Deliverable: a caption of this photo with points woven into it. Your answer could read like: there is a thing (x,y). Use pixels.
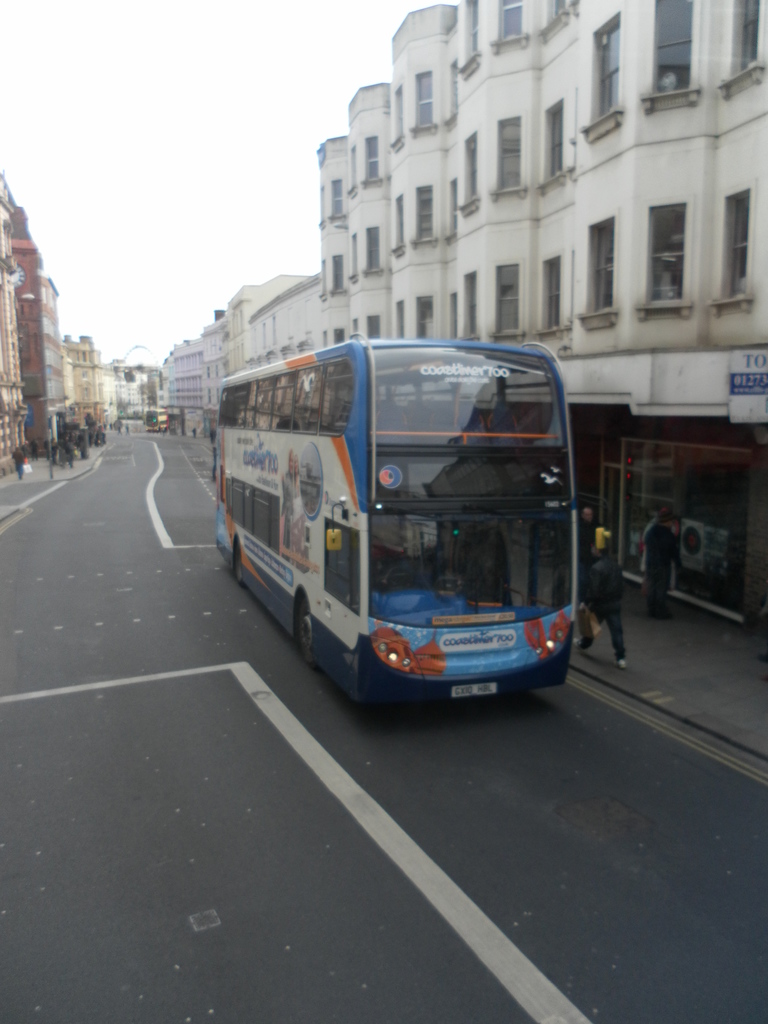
In this image I can see a bus (287,462) on the road (317,841). In the background (721,251) I can see people (33,449), buildings (733,250) and the sky (143,223).
